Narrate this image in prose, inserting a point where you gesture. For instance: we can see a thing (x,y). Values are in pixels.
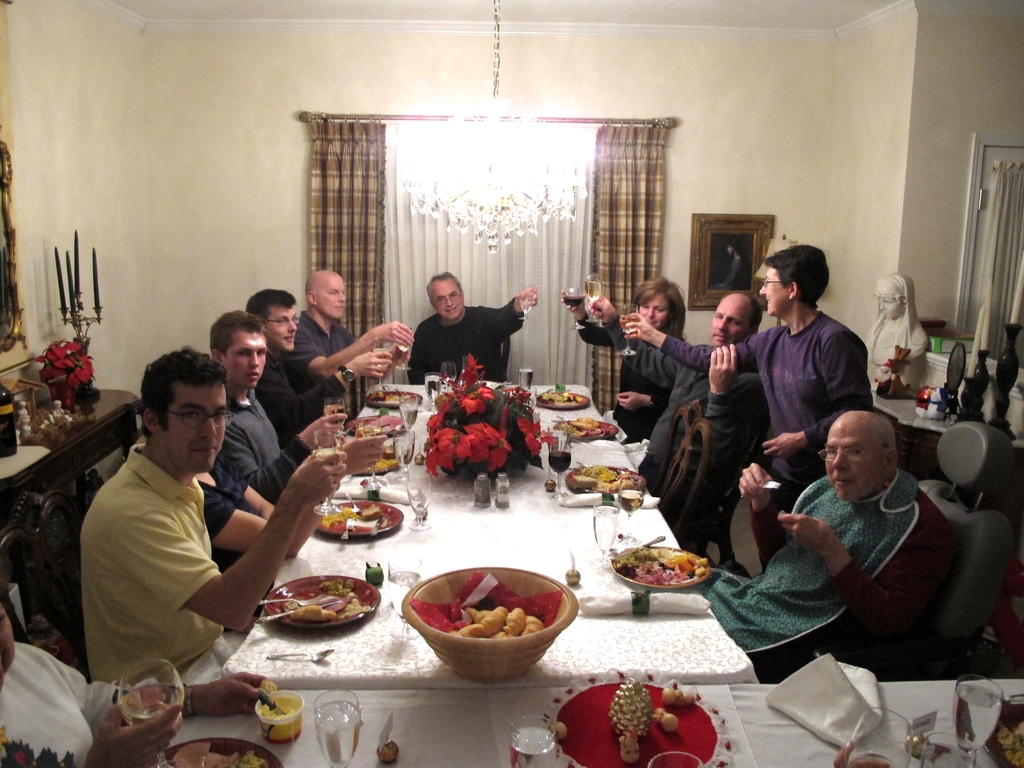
A picture inside of a room (930,347). This persons (675,386) are sitting on a chair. In-front of this person's (147,635) there is a table (667,648), on a table (680,627) there are plates (636,489), glasses (423,490), bowl (525,570) and food (487,612). This persons (341,311) are holding a glass (588,297). Light (535,179) is attached to the rooftop (508,11). On table (84,421) there are candles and things (67,385). A white statue (877,342). A picture (743,282) on a wall (753,132). A curtain (623,226) with window (477,256).
